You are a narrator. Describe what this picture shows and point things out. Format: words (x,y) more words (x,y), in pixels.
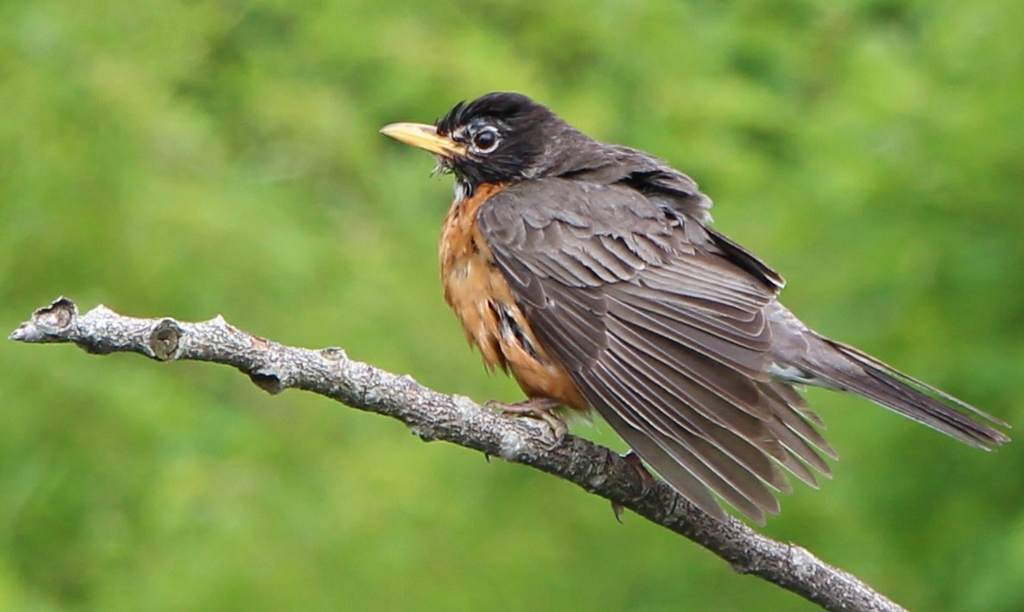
There is a bird (536,371) on stem (531,417). Background (786,106) it is green.
